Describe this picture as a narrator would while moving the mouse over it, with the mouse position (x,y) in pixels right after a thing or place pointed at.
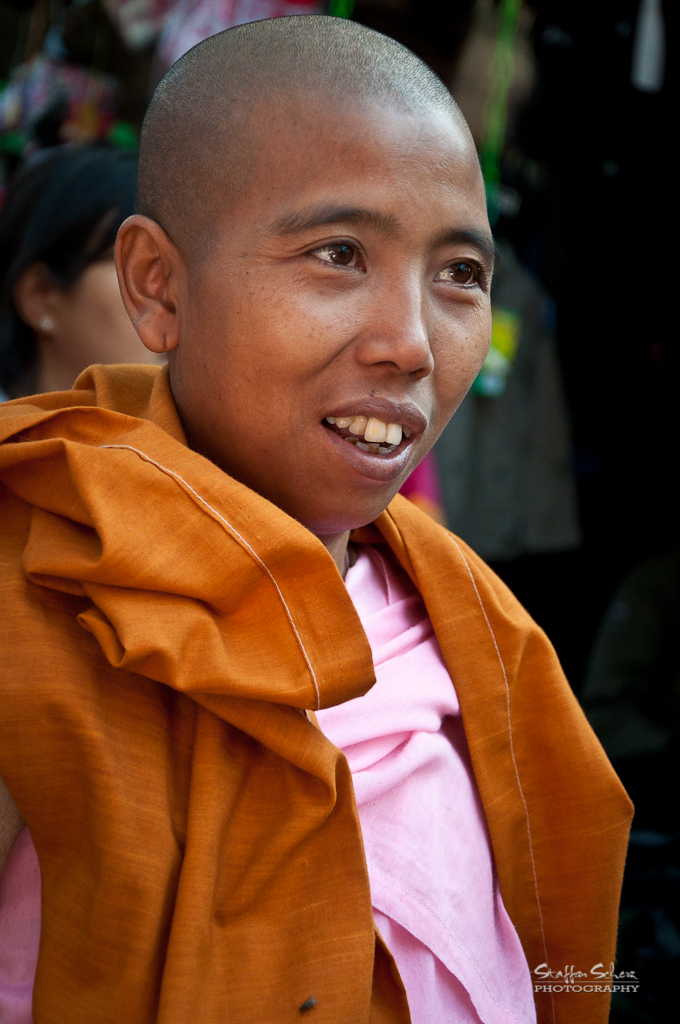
This picture shows a human (439,188) standing and we see a woman (69,303) standing on the back (81,193). we see a orange cloth (183,549) on the person (389,950) and we see text (631,974) on the right bottom of the picture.
